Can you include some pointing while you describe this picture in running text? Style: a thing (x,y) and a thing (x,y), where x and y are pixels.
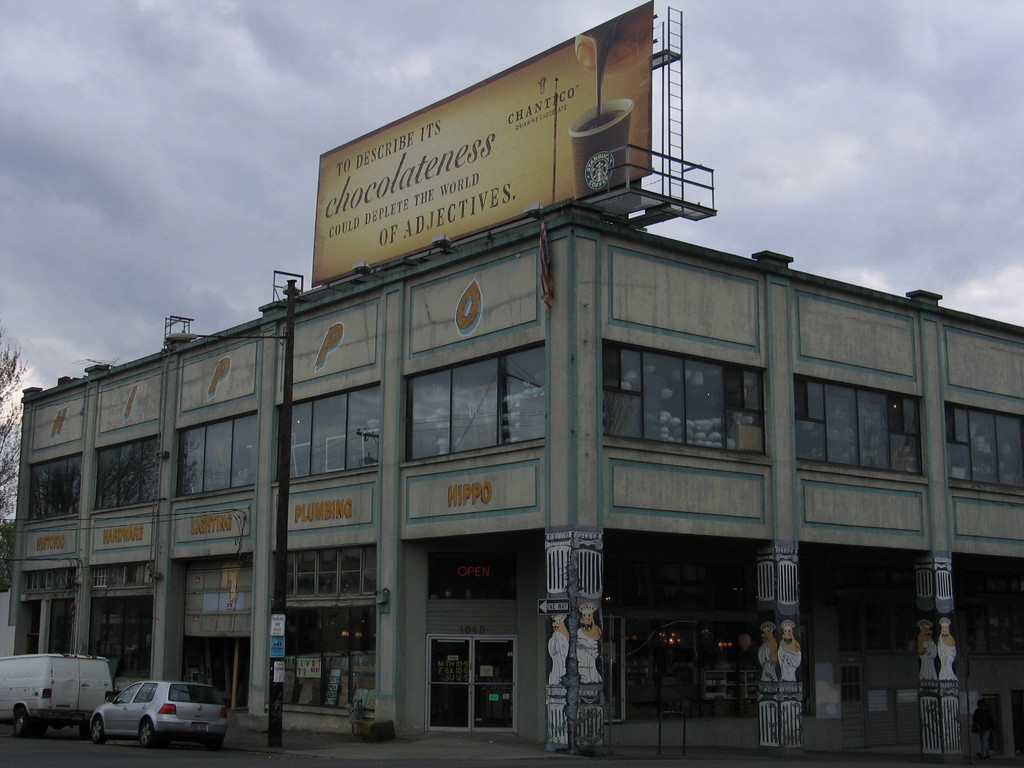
In the image there is two storey building (408,498), it looks like a shopping complex (476,536) and two vehicles (94,681) are parked beside the building (415,529) and there is an advertisement board (621,133) kept upon the top of the building (572,215).
